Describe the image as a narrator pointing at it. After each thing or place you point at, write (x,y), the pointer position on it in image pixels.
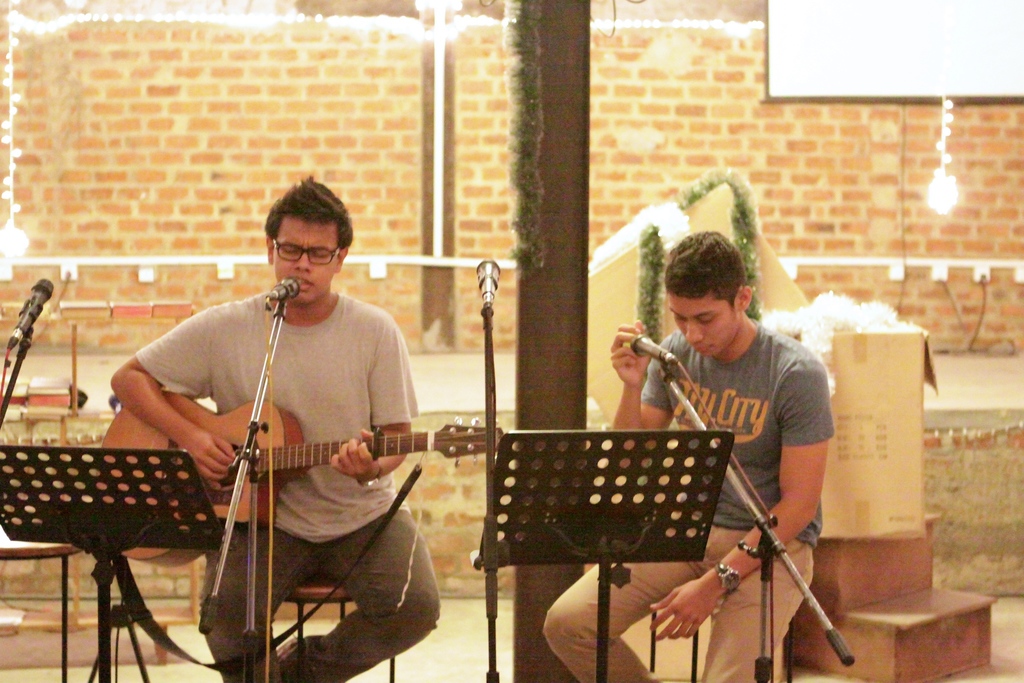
In this image there are two persons (751,585), one is sitting and playing guitar (275,432) and he is singing, the person (707,574) is sitting and holding microphone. At the back (770,264) there are cardboard box (849,335), at the front (19,341) there are microphones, at the back (299,138) there is a wall (353,93), at the top (26,21) there are lights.
